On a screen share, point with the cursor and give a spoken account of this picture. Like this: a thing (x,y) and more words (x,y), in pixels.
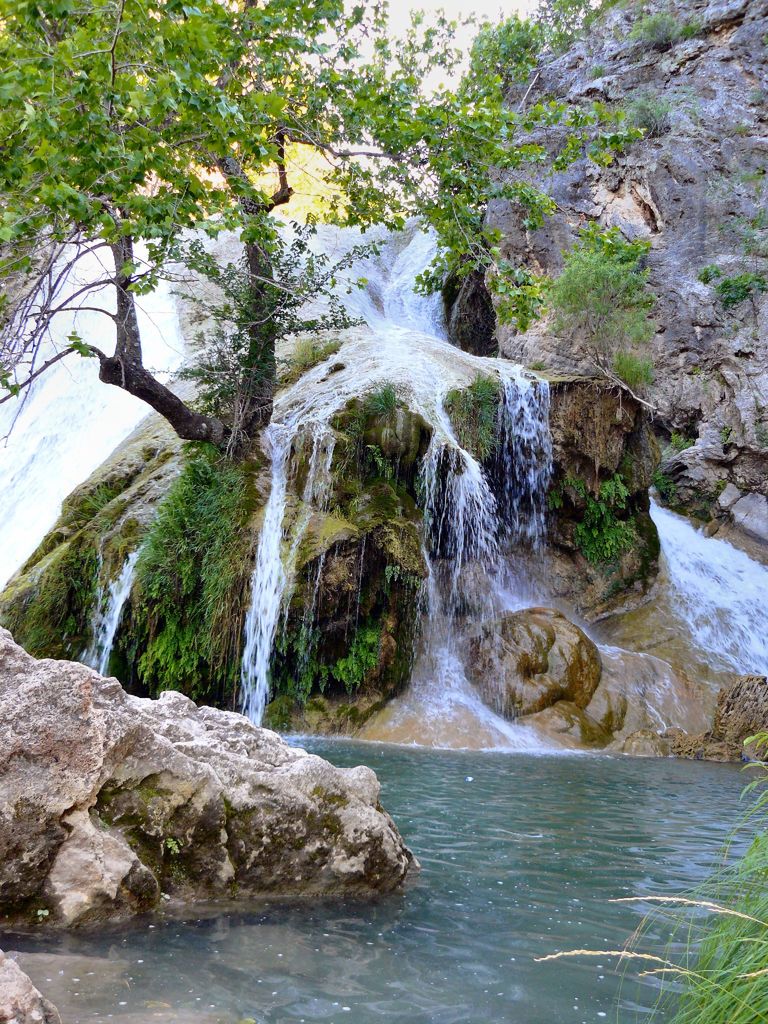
In this picture I can see tree (246,293), grass (310,348), rocks (308,556) and water (412,756).
